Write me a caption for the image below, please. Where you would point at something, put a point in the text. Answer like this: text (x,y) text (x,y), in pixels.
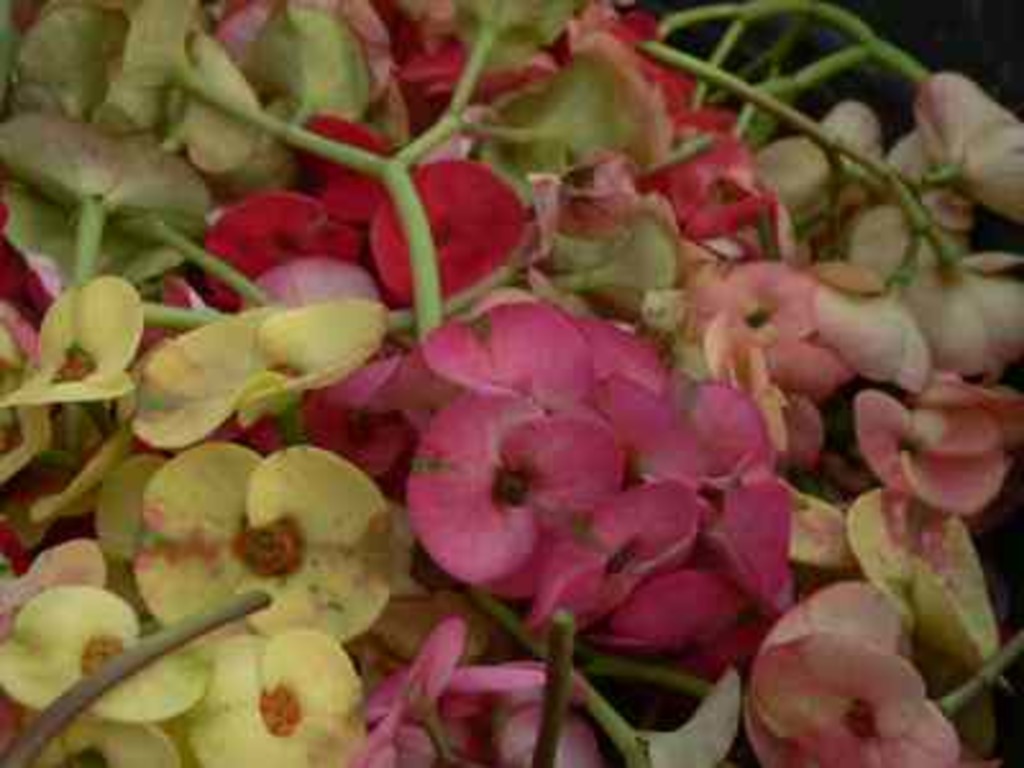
In this image I can see a stem (430,316) which is green in color and I can see few flowers (386,276) which are red, yellow and white in color to the stem (946,252) and I can also see pink flowers (586,533).
